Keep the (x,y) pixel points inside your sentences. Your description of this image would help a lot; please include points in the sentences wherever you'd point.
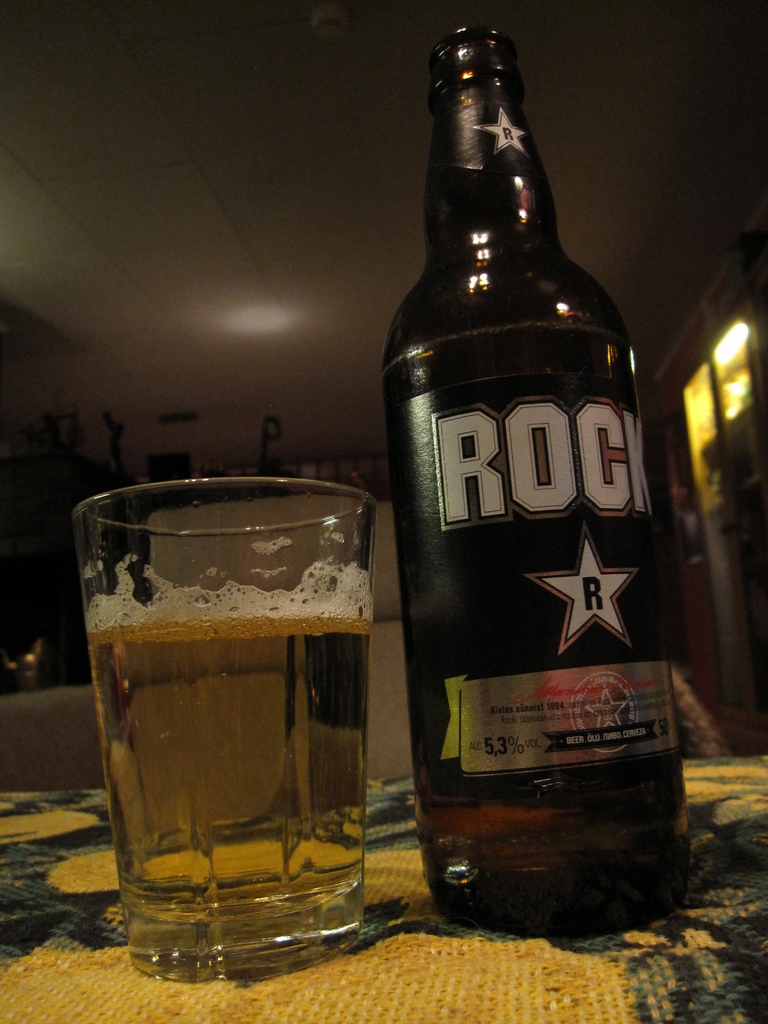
In the picture there is an alcohol bottle (464,420) and there is a glass (334,759) beside the bottle (428,777) with alcohol (342,667) both of them are placed on the table (683,1010) in the background (140,409) there is a wall (132,396) and lights (738,347).
